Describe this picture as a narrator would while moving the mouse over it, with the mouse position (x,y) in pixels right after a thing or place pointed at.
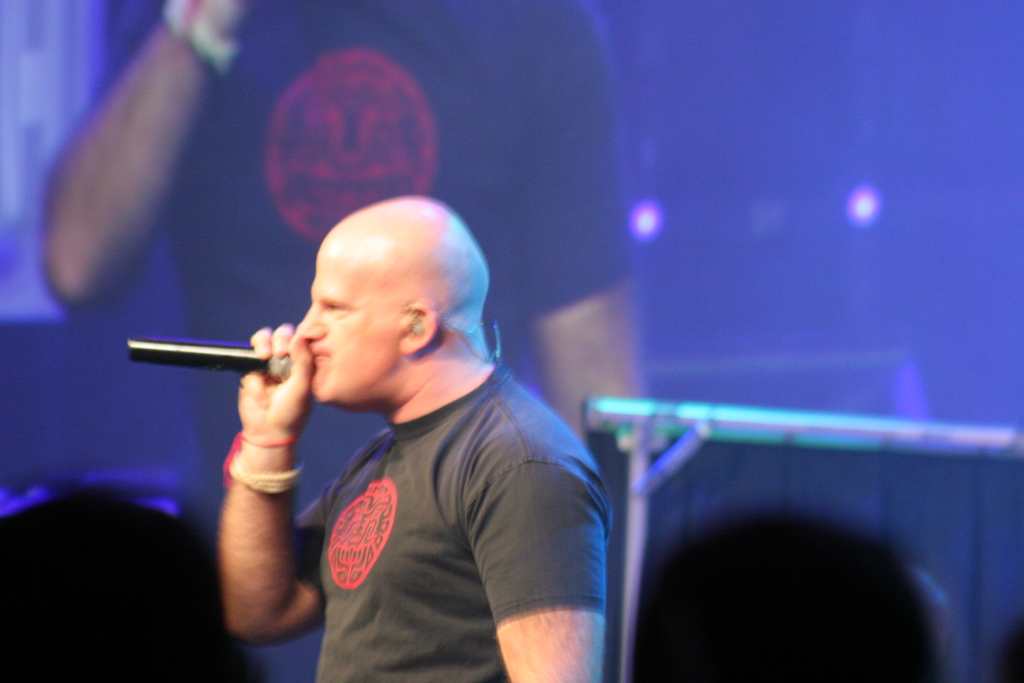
In this image we can see a person (419,548) wearing black color T-shirt (378,519) holding microphone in his hands (290,427) and standing and in the background of the image (90,155) there is a screen (296,179) on which we can see the image (347,146) of the same person (221,185).
